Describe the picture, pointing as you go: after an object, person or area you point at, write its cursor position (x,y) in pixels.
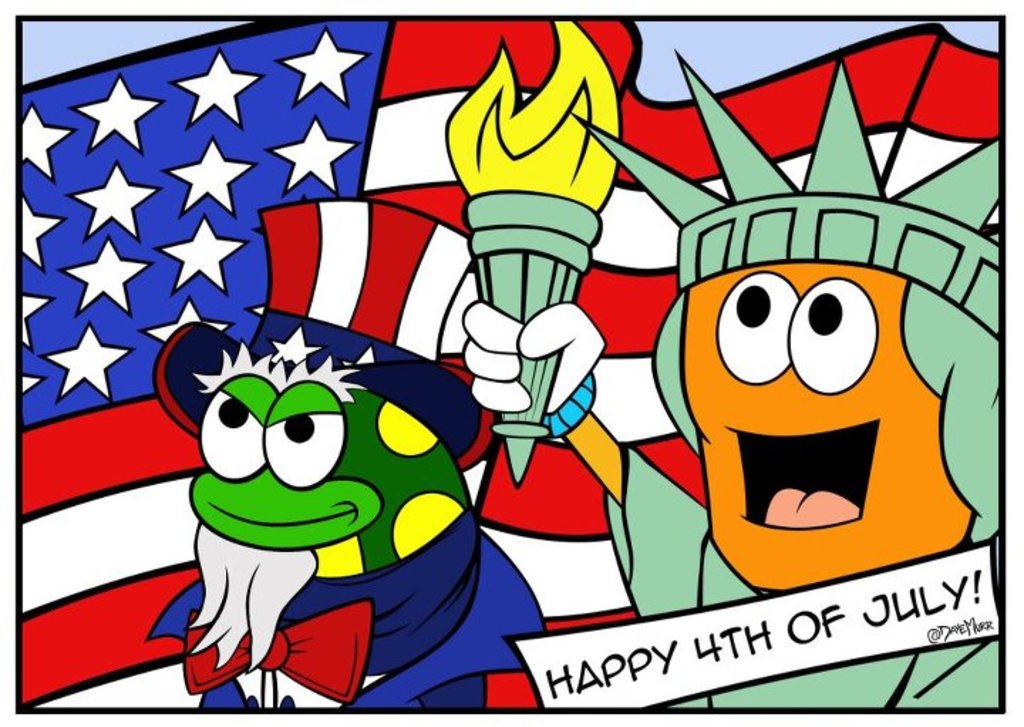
In this image I can see the animated picture in which I can see a flag (232,149) which is white, blue and red in color. I can see a orange and green colored thing (757,469) is holding a light (543,398) and a green and yellow colored thing (388,458) wearing blue colored dress (429,611).
